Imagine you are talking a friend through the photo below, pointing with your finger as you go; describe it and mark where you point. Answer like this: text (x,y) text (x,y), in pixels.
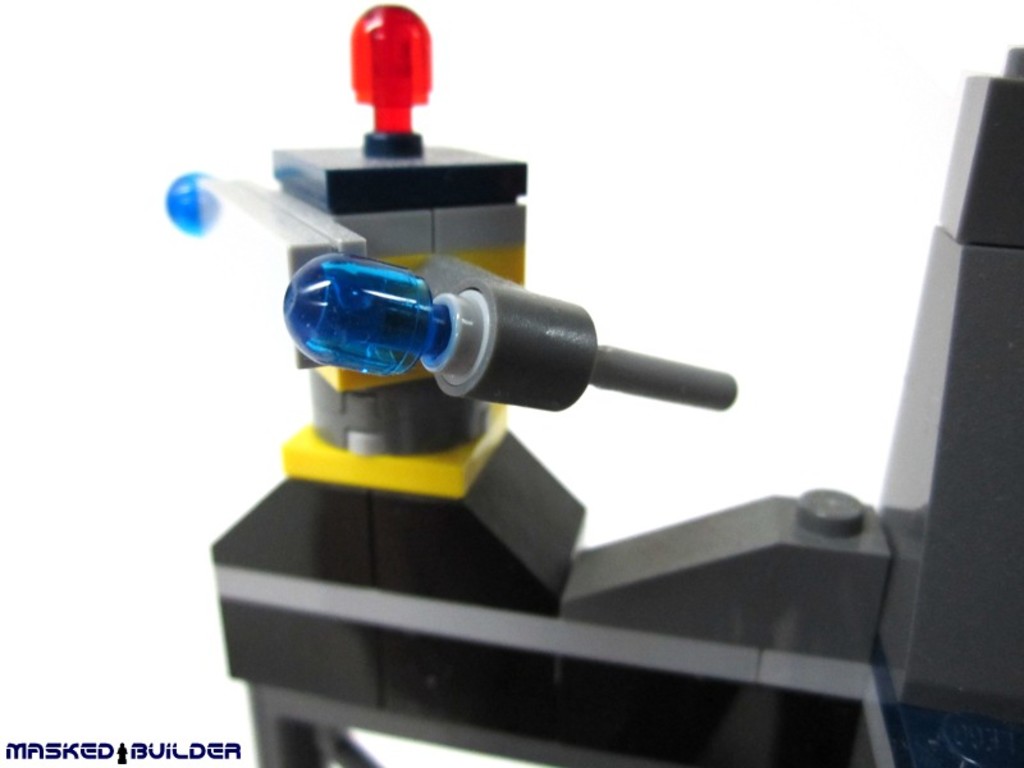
In this image there is a LEGO turret (524,561) having few translucent pieces (366,315). Background (22,689) is in white color. Left bottom there is some text (22,756).
